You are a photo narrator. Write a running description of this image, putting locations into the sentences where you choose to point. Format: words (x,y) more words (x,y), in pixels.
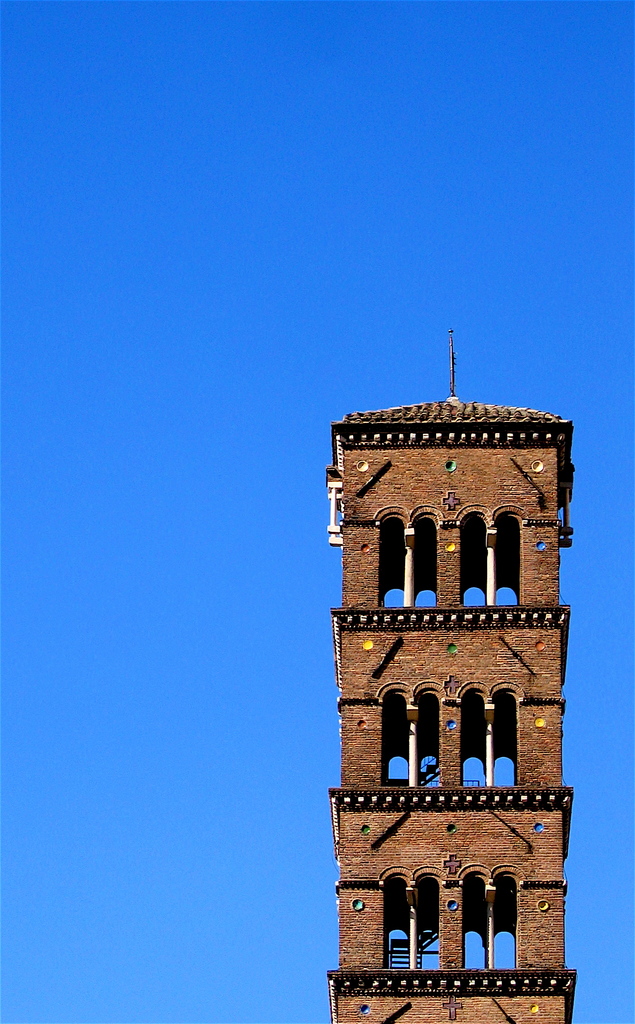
In the center of the image (352,379) we can see the sky (423,318) and tower (455,804). And we can see pillars (491,892), one pole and a few other objects (366,546).
